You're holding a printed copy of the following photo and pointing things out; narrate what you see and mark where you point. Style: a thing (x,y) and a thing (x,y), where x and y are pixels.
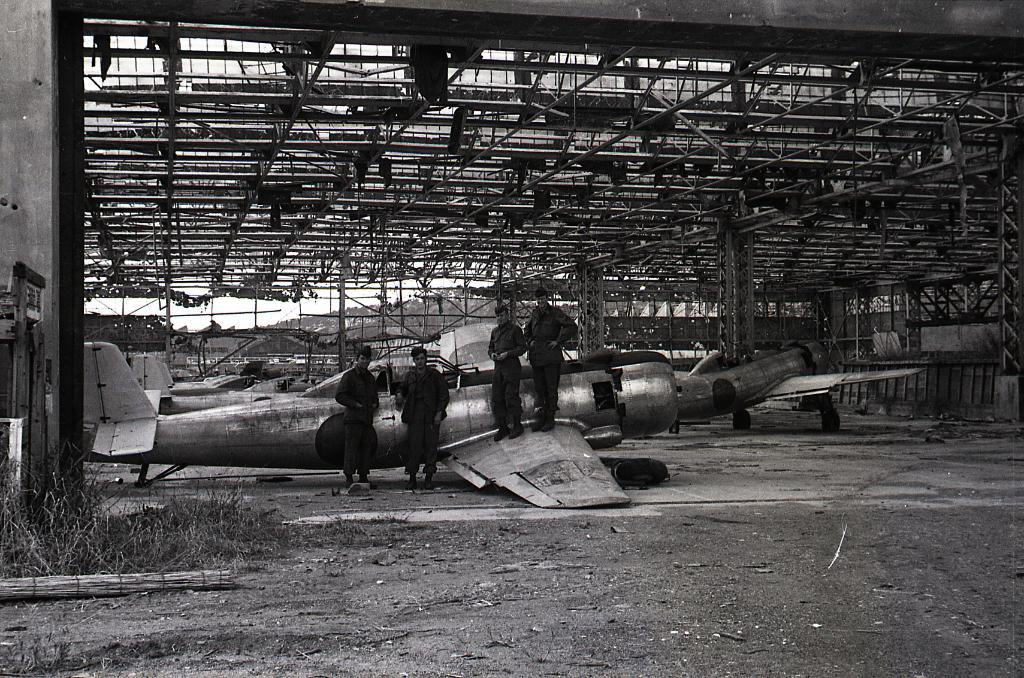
This is a black and white image. At the bottom of the image (270,517) on the ground (468,486) there is grass (39,525). And also there are few planes (399,410) on the ground (168,517). And also there are four persons (421,390) standing. At the top of the image (435,176) there is ceiling (766,158) with rods (130,166) and also there are pillars (1010,246) in the image.
